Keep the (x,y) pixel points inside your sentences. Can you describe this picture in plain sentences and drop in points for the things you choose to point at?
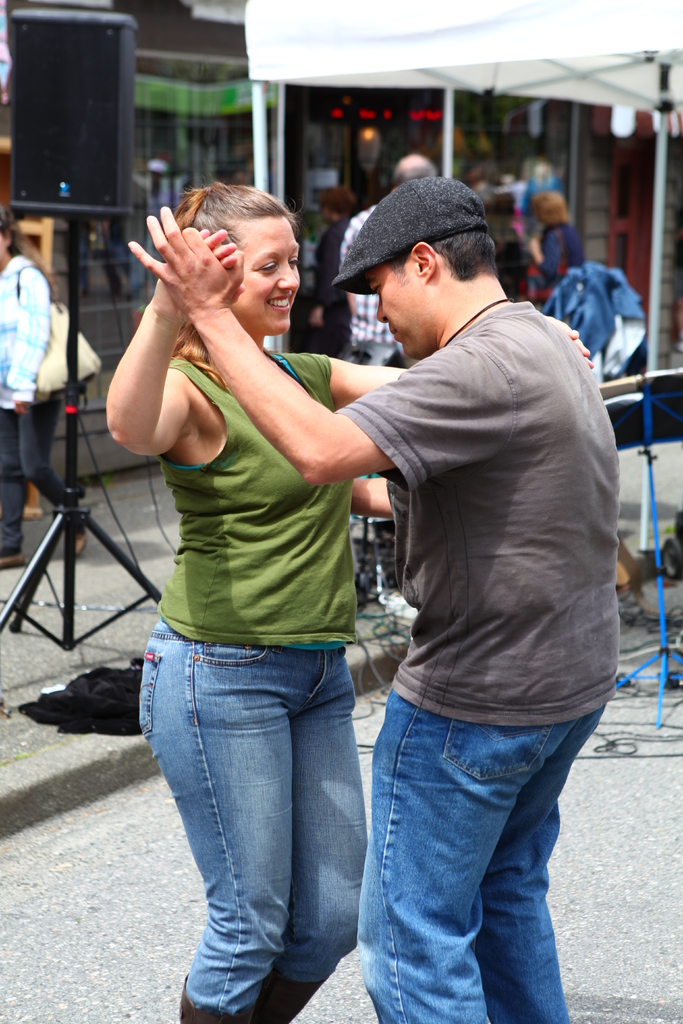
In the image there is a man (416,241) with a cap (405,234) on his head (421,250). And also there is a lady (234,429). They both are dancing. Behind them there are speakers (52,110), wires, rods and a tent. There are few people (6,303) on the footpath (30,624). And there is a blur background (65,508). And also there are glass walls (173,181).
